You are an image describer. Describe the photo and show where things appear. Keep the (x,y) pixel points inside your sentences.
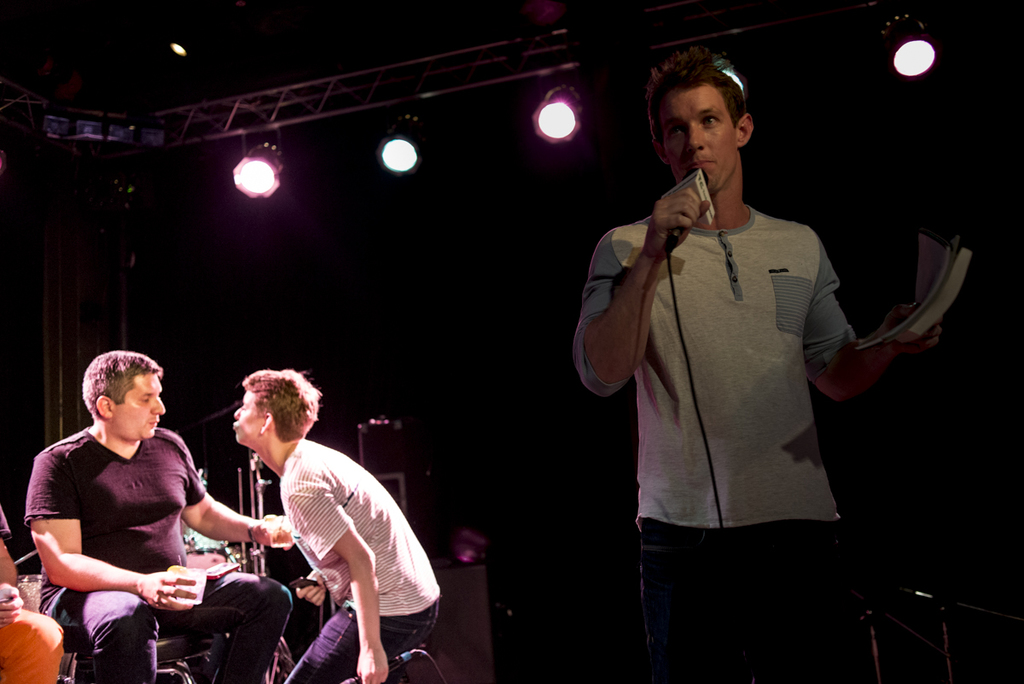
In the left bottom (237,657), there are two person (349,657) visible. One is sitting on the chair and one is crouching in front of him. In the right (704,565) a person (681,533) is standing and talking in the mike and holding a book (909,319) in his hand (897,315). On the top (102,119) lights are visible. The background (432,180) is dark in color. This image is taken during night time on the stage (586,643).
